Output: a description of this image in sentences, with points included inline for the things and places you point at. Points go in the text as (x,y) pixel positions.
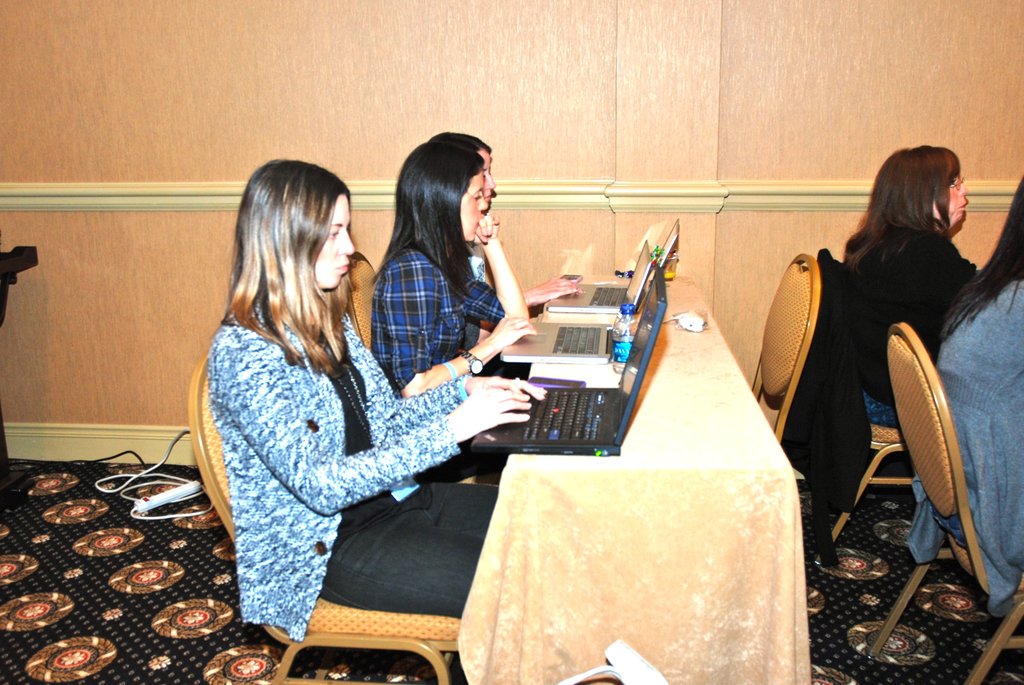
As we can see in the image, there are few people (465,285) sitting on chairs (809,263) and looking at the laptops (646,349). The laptops (637,365) are on table (670,502) and there is a bottle (627,326) on table (681,515).
